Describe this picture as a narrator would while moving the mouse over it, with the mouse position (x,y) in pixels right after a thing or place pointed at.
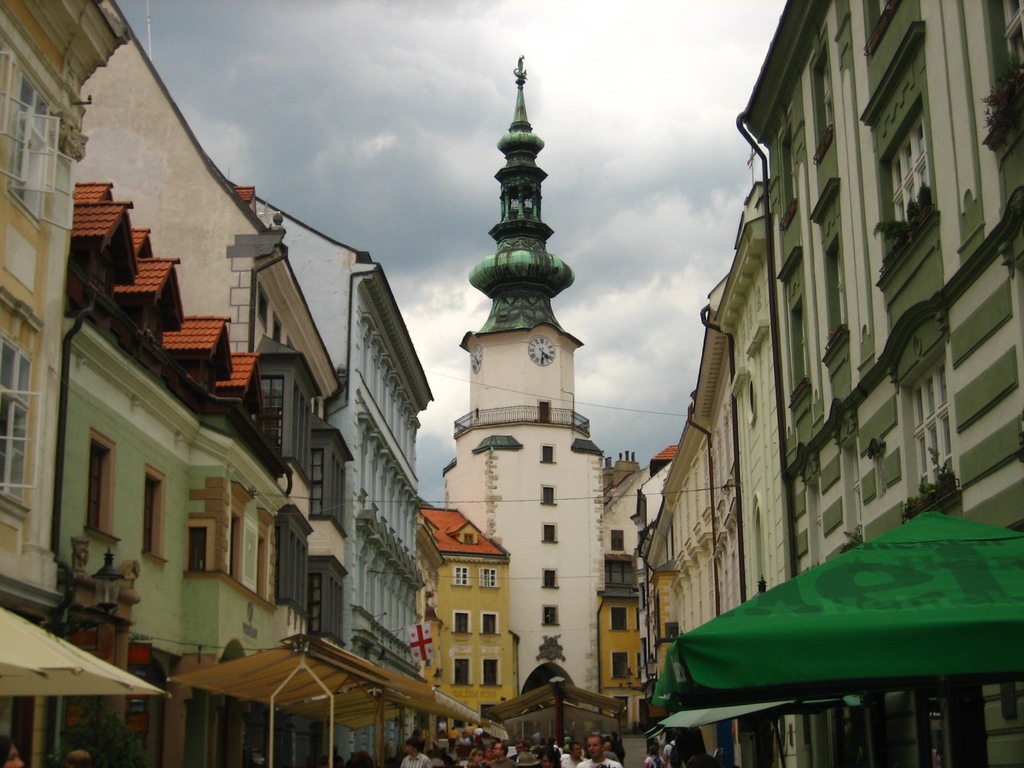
At the bottom of the image (462,737) there are people (664,755) and we can see buildings (911,368). On the right (767,667) there is a tent (819,677). In the background (650,278) there is sky (354,187).
